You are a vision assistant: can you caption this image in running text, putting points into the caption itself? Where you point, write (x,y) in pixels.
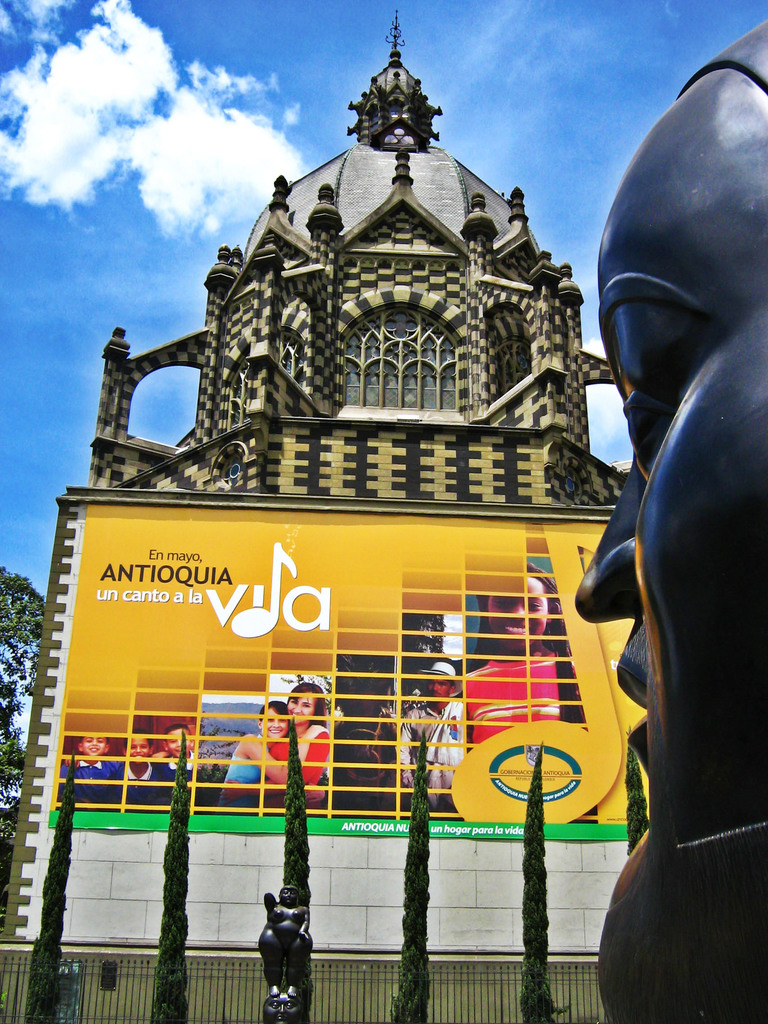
In this image we can see statue (676,683) on the right side (707,728). At the bottom (183,788) there are trees (532,791). Also there is another statue (287,955). In the back (235,494) there is a building (170,480) with banner (318,629). On the banner (193,742) we can see many people (426,673). Also something is written. On the left side (24,634) there is a tree (24,634). In the background (154,198) there is sky (610,73) with clouds (173,187).
